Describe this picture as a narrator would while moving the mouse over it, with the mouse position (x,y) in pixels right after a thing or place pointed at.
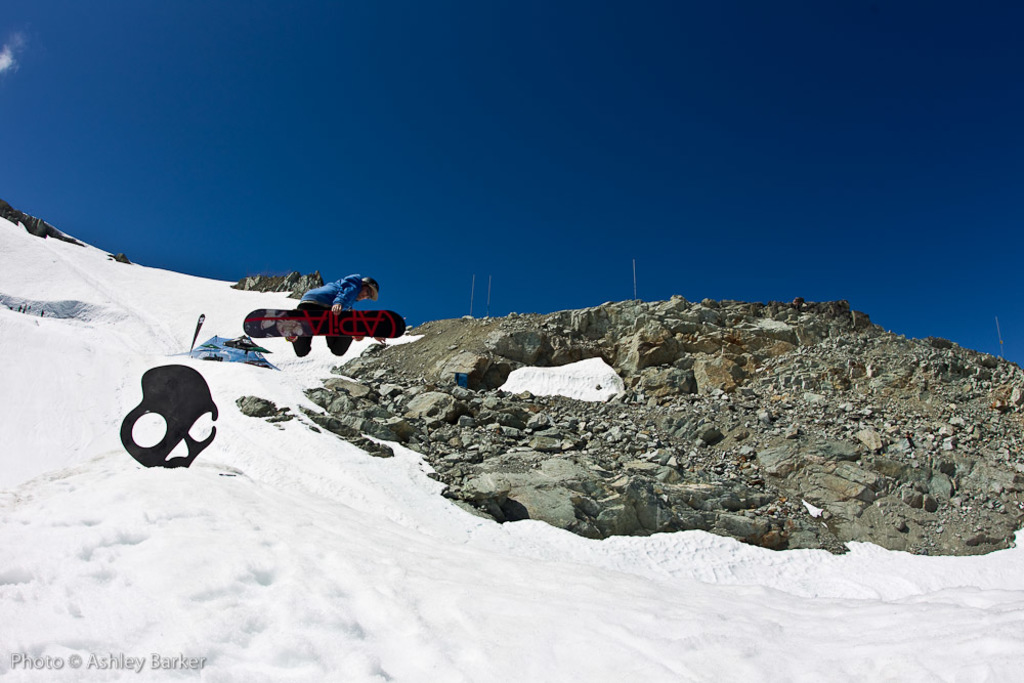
In this picture we can see a person (312,306) on a snowboard (317,327) and this person (323,293) is in the air, tent (218,339), snow (326,356), rocks (485,354), some objects (191,450) and in the background (884,89) we can see the sky (378,114).
